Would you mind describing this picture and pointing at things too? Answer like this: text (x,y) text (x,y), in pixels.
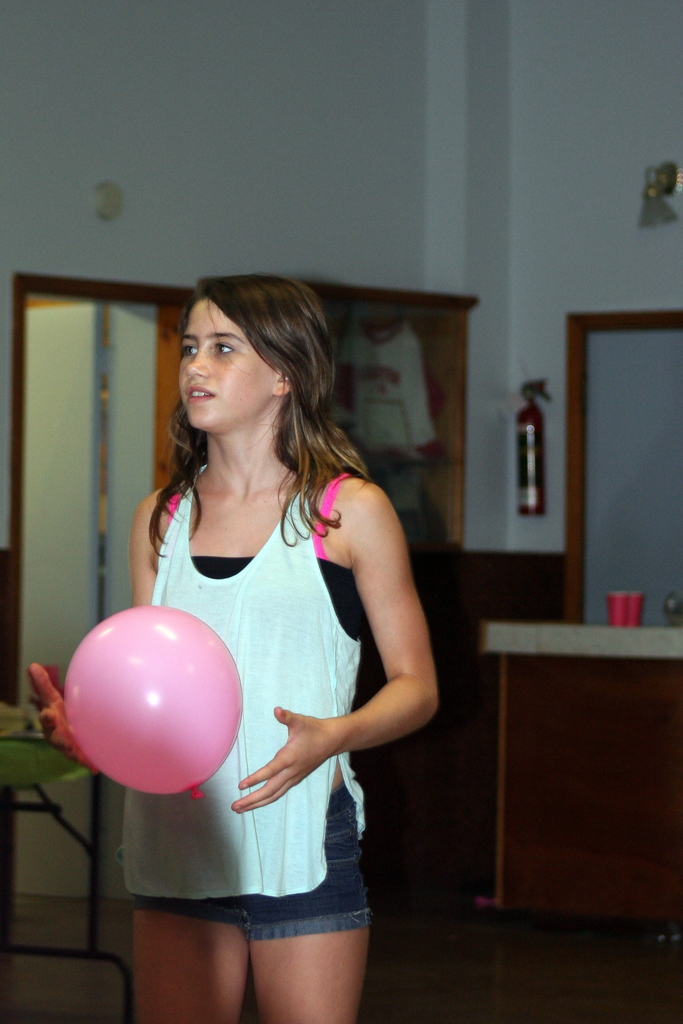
In this picture there is a girl (212,399) who is holding a pink color balloon (79,679). She is standing near to the table (62,815). In the back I can see the cup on the platform (668,798). Beside that I can see the fire extinguisher (517,435) near to the door (580,427) and shelves (450,398).
